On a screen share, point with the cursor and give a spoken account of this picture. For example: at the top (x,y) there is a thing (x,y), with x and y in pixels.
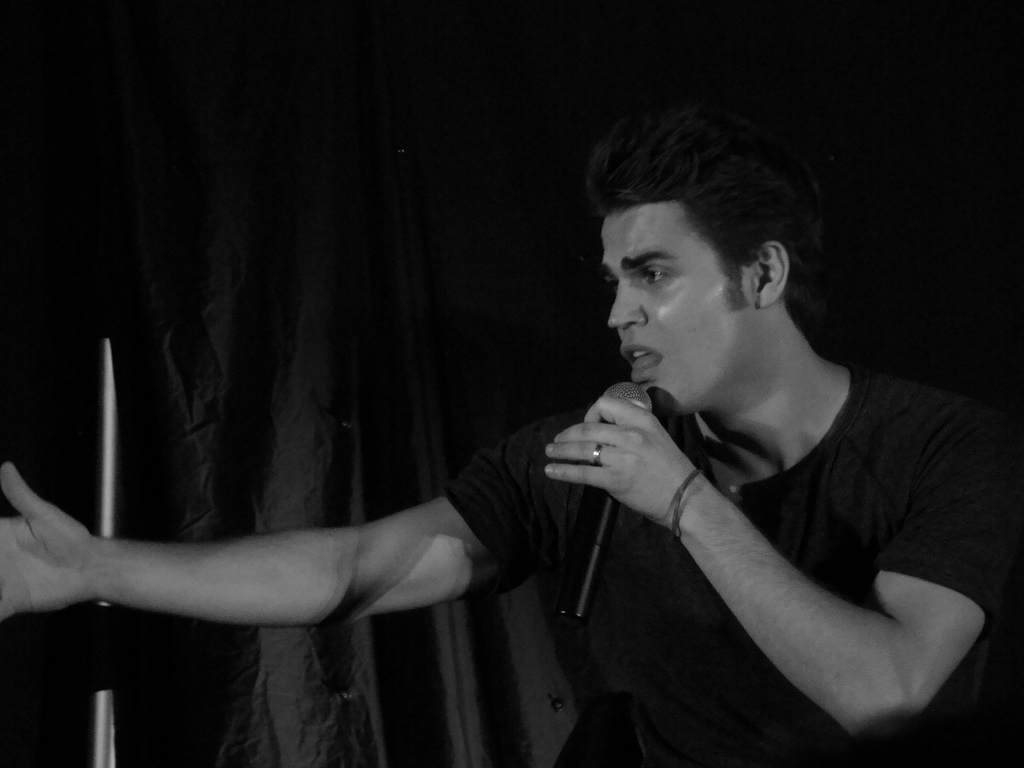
In this image we can see a man (680,574) holding a mic (645,400) in his hand (602,420). In the background (413,339) there is a curtain (387,249).
